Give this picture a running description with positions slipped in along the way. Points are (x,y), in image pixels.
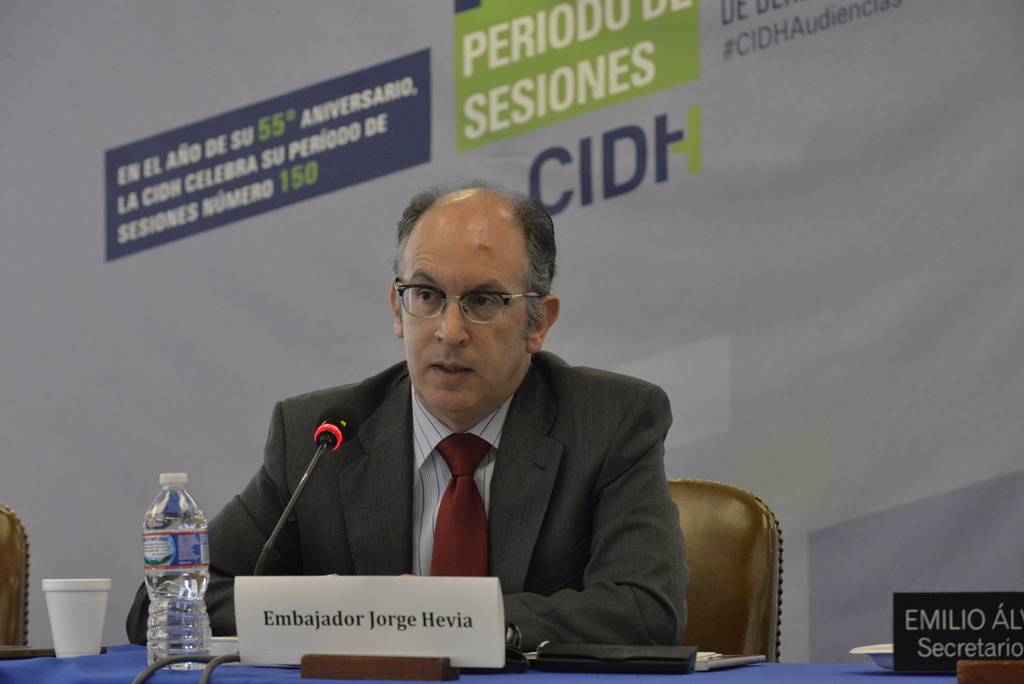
Here we can see a man (440,342) sitting on the chair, and in front (443,641) here is the table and microphone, bottles (149,549) and some objects (428,589) on it.
